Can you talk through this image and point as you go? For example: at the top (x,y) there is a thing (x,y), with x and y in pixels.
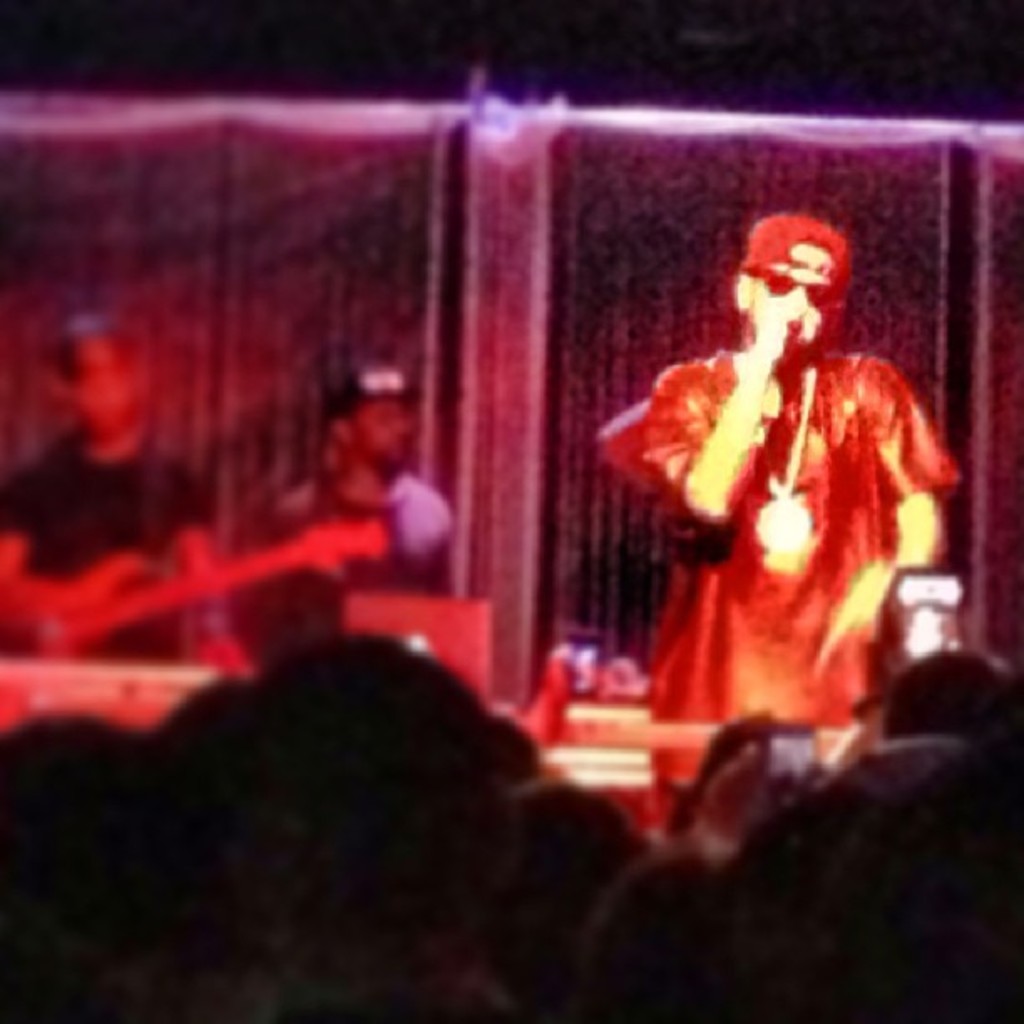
In this image there is a man (834,410) standing, he is holding an object (807,329), he is wearing a cap (835,281), he is wearing goggles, there is a man (121,424) playing a musical instrument (164,586), there is an object (644,749) behind the man (804,299) that looks like a table (631,742), there is a laptop (372,605), there are group of persons (445,895) towards the bottom of the image (525,916), there is an object (349,242) behind the men (734,383) that looks like a curtain (512,313), there are lights (636,112), the top of the image (598,65) is dark.
